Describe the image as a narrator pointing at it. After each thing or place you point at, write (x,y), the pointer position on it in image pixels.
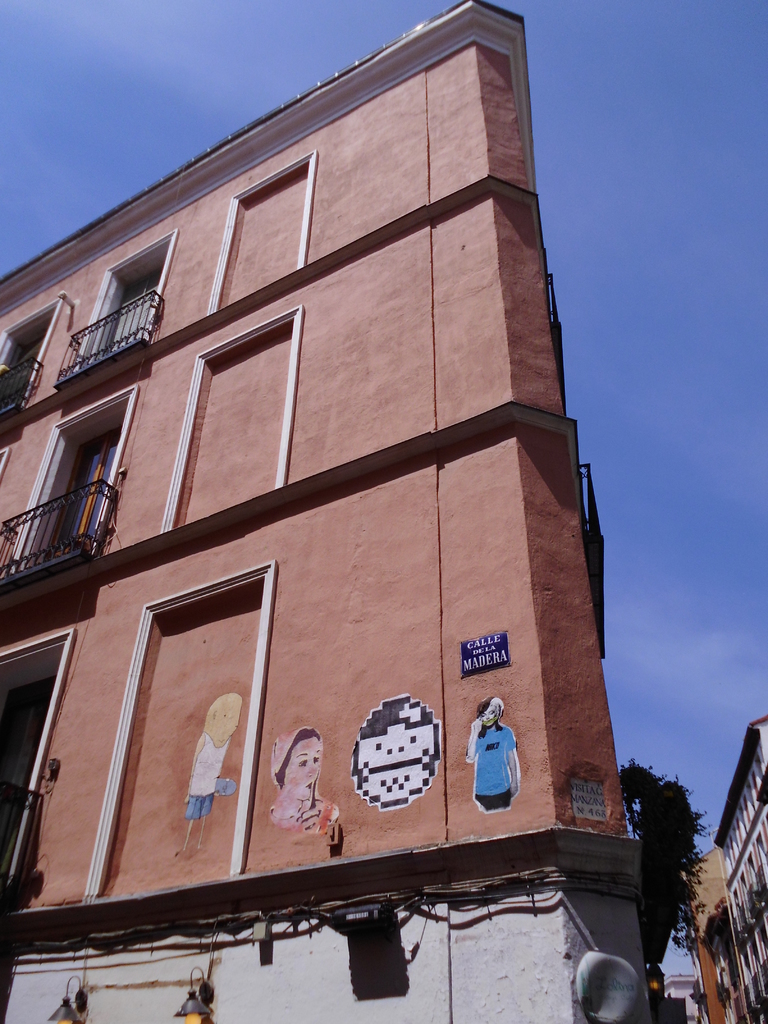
At the bottom of the image (452,971) I can see few buildings (445,540) along with the windows (38,669). At the top of the image (649,201) I can see the sky (657,382).
